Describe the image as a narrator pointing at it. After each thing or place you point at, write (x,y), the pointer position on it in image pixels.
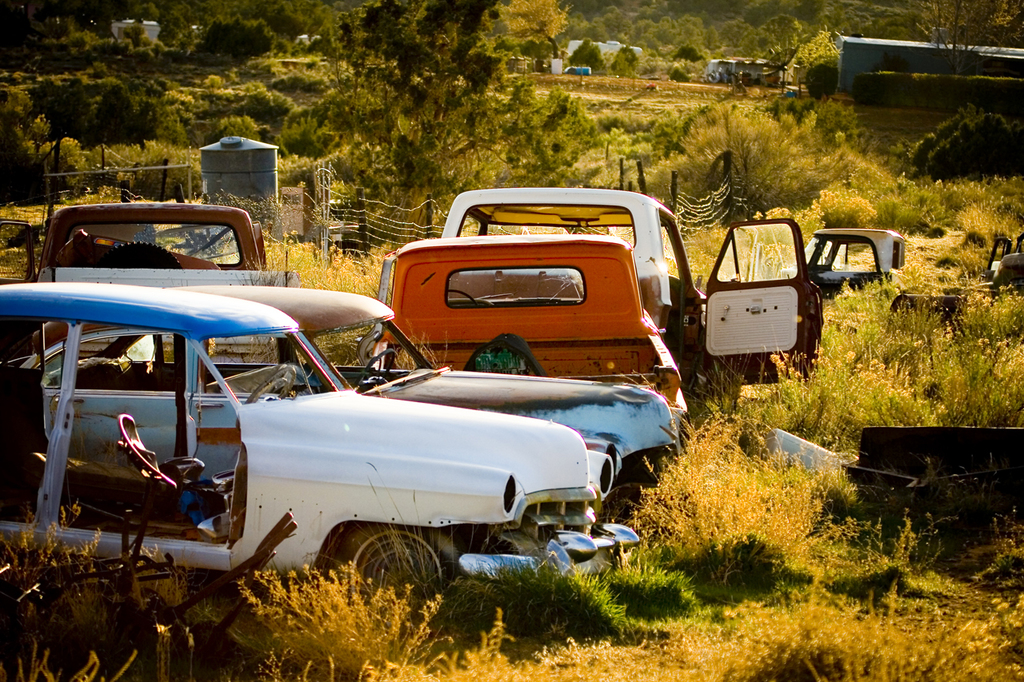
We can see vehicles (141,380), grass (405,637), plants (363,640) and few objects (142,478). In the background (711,153) we can see fence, shelters (949,69), plants (683,38) and trees (616,62).
